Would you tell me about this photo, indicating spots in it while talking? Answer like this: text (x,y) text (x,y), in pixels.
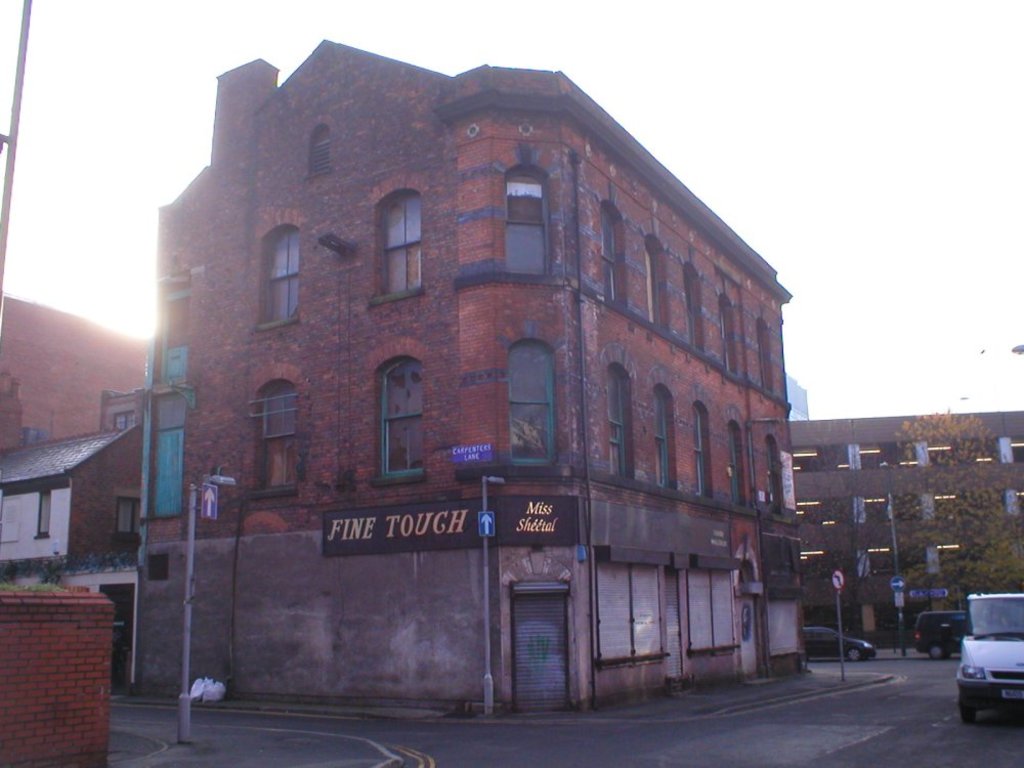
In this picture we can see boards (901,582), poles (900,609) and lights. We can see vehicles (834,645) on the road (785,721), buildings (892,621) and tree (930,521). In the background of the image (828,170) we can see the sky (765,174).
